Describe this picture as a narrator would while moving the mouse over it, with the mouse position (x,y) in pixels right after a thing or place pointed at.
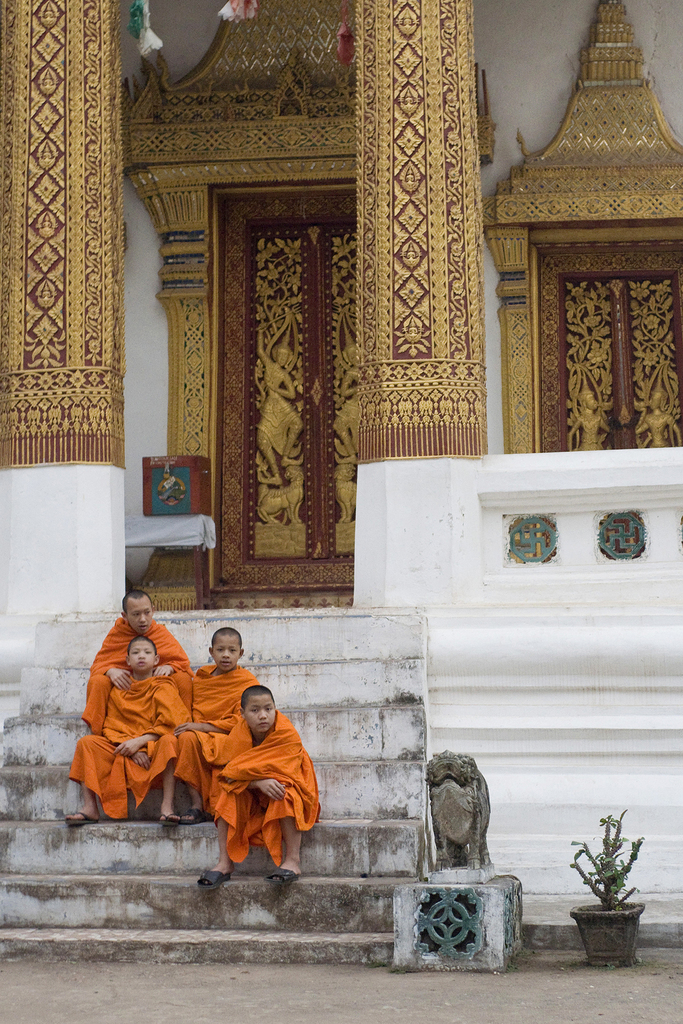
There are people (232,754) sitting on steps (388,903), beside these steps (381,908) we can see statue (462,774) and we can see house plant (584,845). In the background (244,151) we can see pillars (45,336), wall (130,468), doors (310,342) and box (144,477).
